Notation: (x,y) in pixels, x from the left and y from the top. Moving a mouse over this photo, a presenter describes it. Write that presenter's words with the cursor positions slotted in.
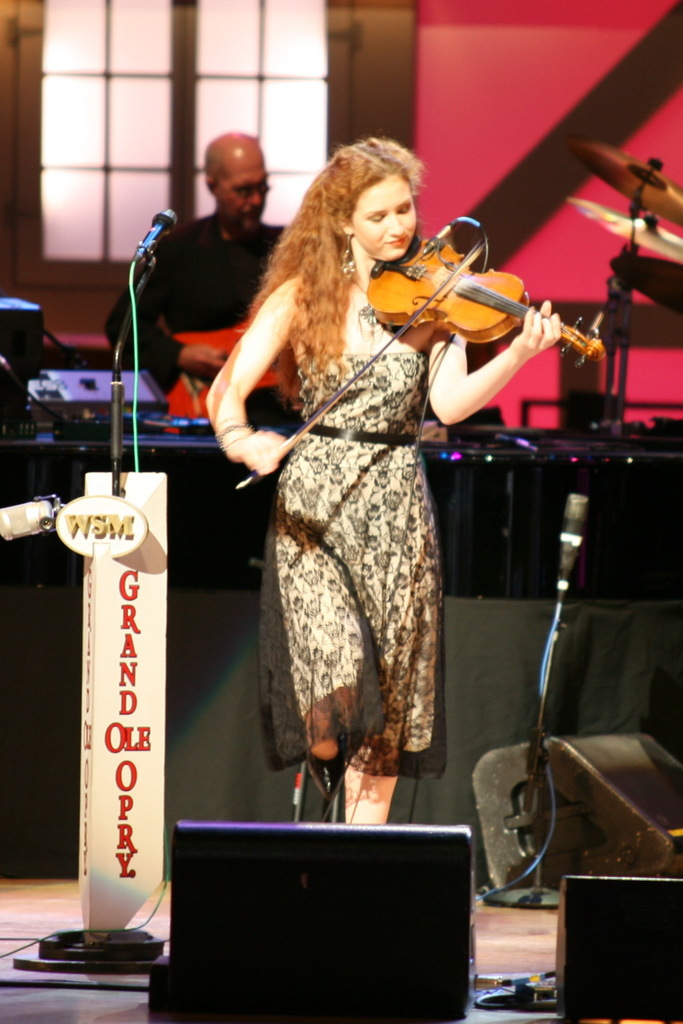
This image is clicked in a musical concert. There are two persons (299,461) in this image who are playing musical instruments (178,398). In front (367,426) there is a woman (368,479) and backside there is a man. There are so many musical instruments (202,343) in this image. There are speakers (364,930) in the bottom (298,962).
